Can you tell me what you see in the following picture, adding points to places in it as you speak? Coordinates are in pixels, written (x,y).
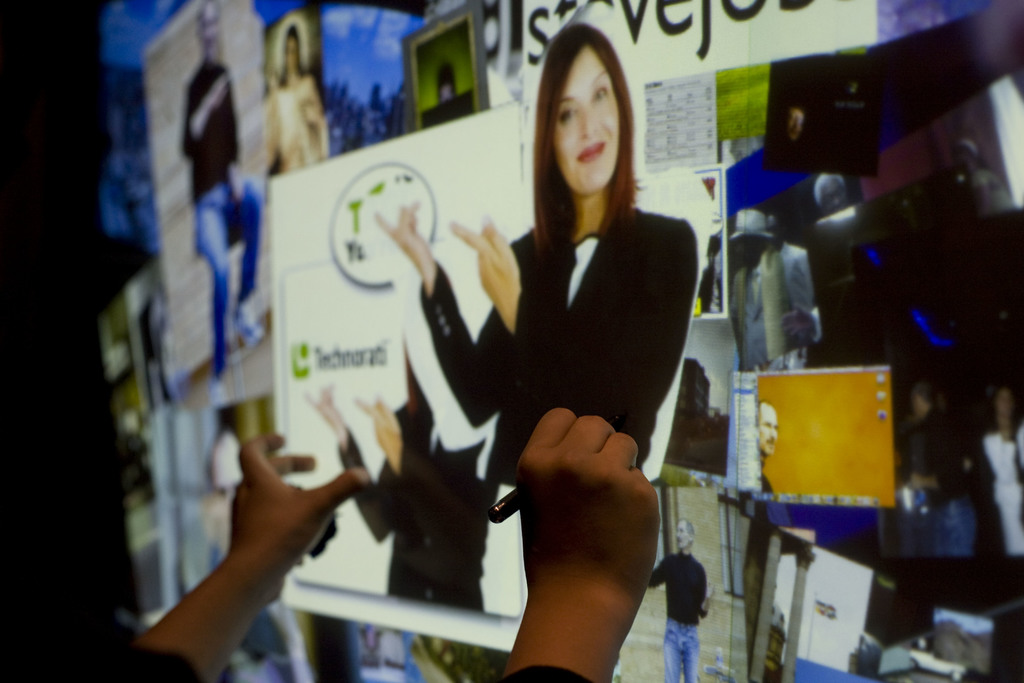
In the image we can see there is a projector screen (471,291) on which there are posters (378,565) and there is a person (532,584) holding pen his hand (539,507).
